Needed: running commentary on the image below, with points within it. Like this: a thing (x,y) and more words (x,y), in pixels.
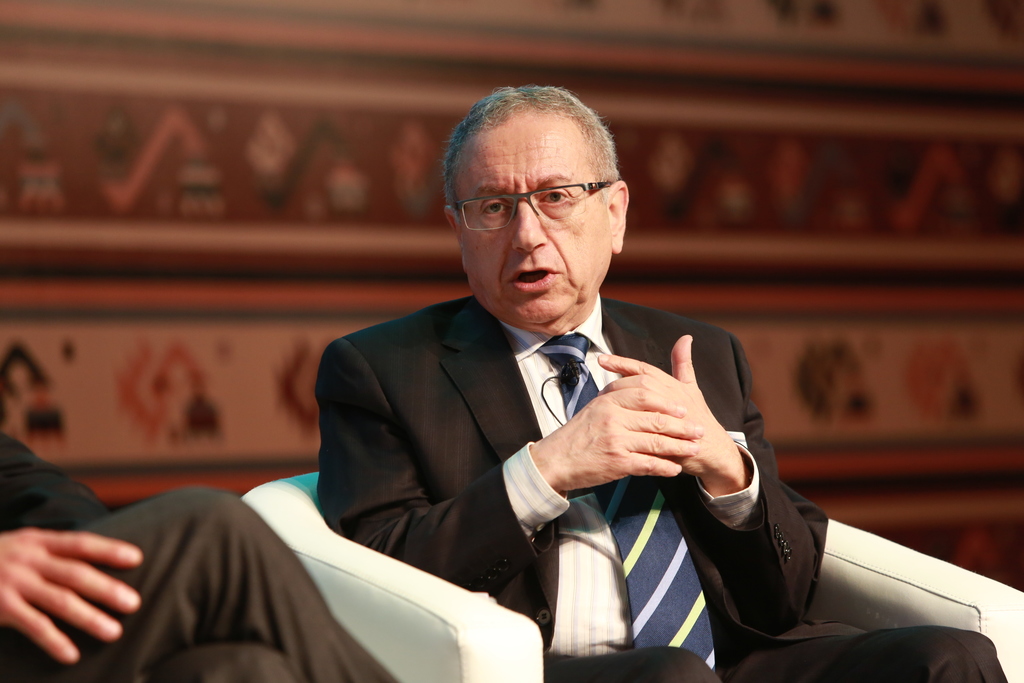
In this image in front (760,555) there are two people (162,607) sitting on the chairs (924,588). Behind them there is a wall (228,106) with the painting (136,358) on it.
